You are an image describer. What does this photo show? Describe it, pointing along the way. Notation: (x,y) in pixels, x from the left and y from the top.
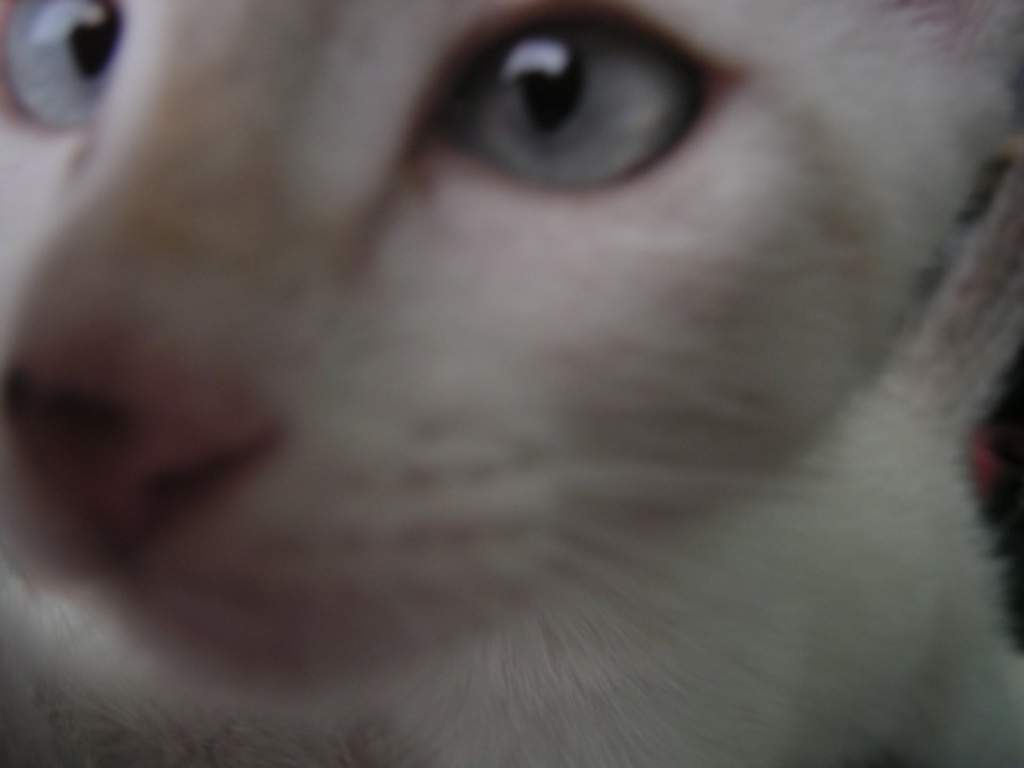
In this image we can see a cat (639,680) which is in white color.
